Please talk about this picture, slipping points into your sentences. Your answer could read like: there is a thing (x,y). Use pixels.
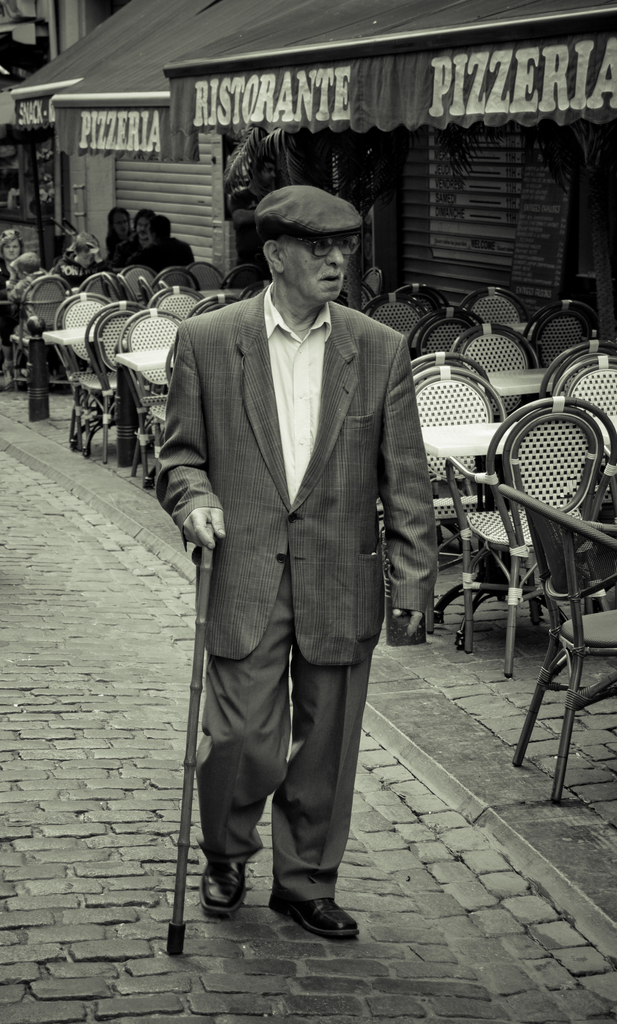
This is a black and white picture. In this picture we can see an old man (328,511) wearing a cap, spectacles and holding a cane stick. He is walking. On the right side of the picture (546,237) we can see the stores (39,153), awnings (332,36) and something written on them. We can see the people (145,214) sitting on the chairs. We can see few empty chairs (612,353).
